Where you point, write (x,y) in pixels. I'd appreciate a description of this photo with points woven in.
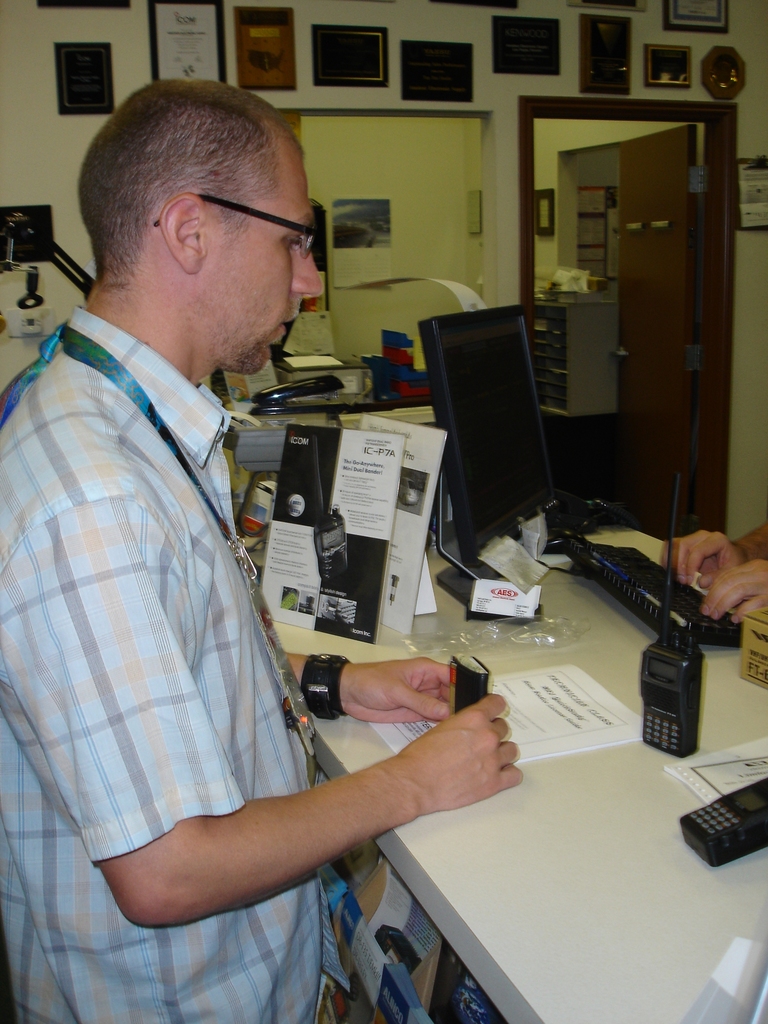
In this image there is a person (253,764) standing in front of the table (651,814). On the table (610,748) there is a monitor (485,425), keyboard (607,549), mouse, papers (563,688) and some other objects (346,542). On the other side of the table (720,698) there is an another person (707,563) using the keyboard (684,586). In the background (416,87) there are a few frames (274,68) are hanging on the wall (572,259).
